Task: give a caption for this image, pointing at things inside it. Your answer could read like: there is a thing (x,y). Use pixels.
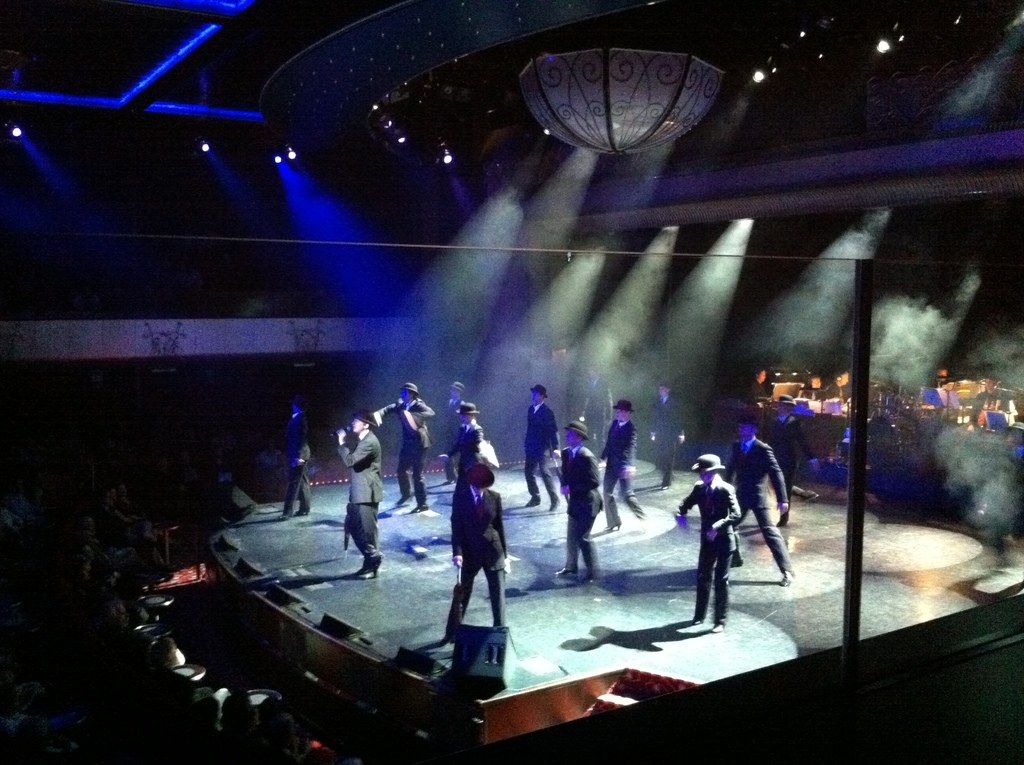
In this image I can see the group of people (376,477) standing and wearing the caps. In-front of these people (450,461) I can see few more people (153,688). In the background (422,341) I can see the pole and the lights (478,298).
